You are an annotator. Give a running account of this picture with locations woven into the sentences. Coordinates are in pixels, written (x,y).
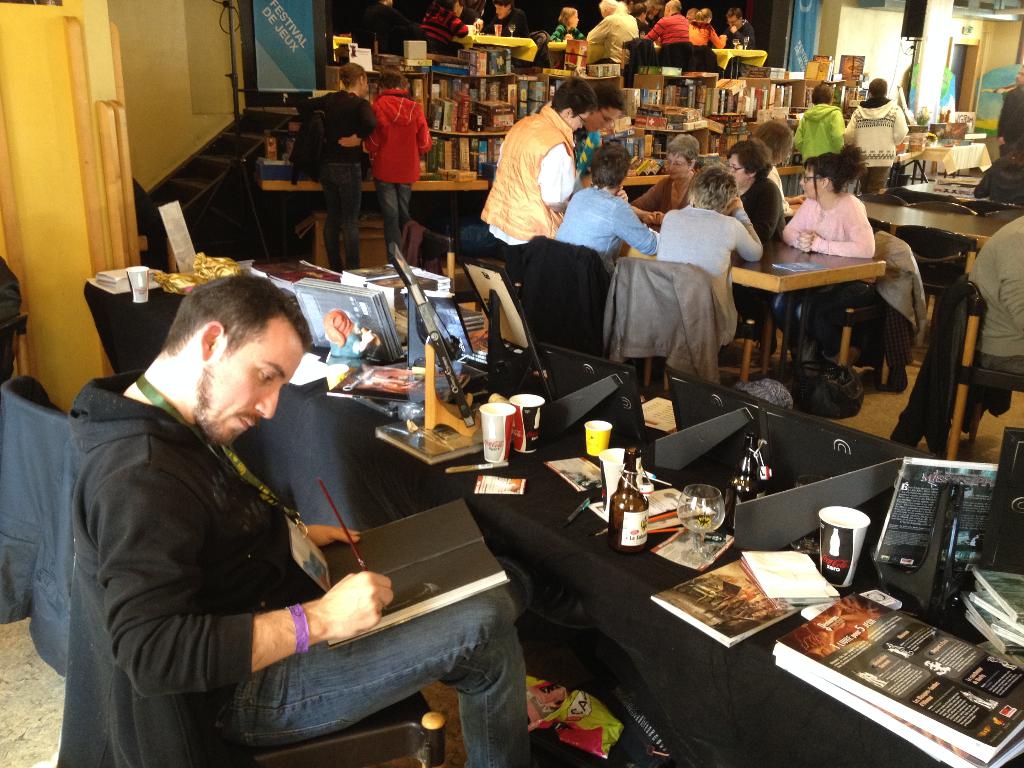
In this image there are chairs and tables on the floor (886,434). Few people (698,216) are sitting on the chairs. Left side (154,651) there is a person (330,619) holding a pen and he is writing on the book (465,595). Before him there are tables (532,509) having cups (512,437), glasses (713,519), bottles (632,495), books (732,616) and few objects (815,597). Few people (485,220) are standing on the floor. There is a rack (708,115) having few books (468,110). Background (971,69) there is a wall (988,60) having a door (961,80).
